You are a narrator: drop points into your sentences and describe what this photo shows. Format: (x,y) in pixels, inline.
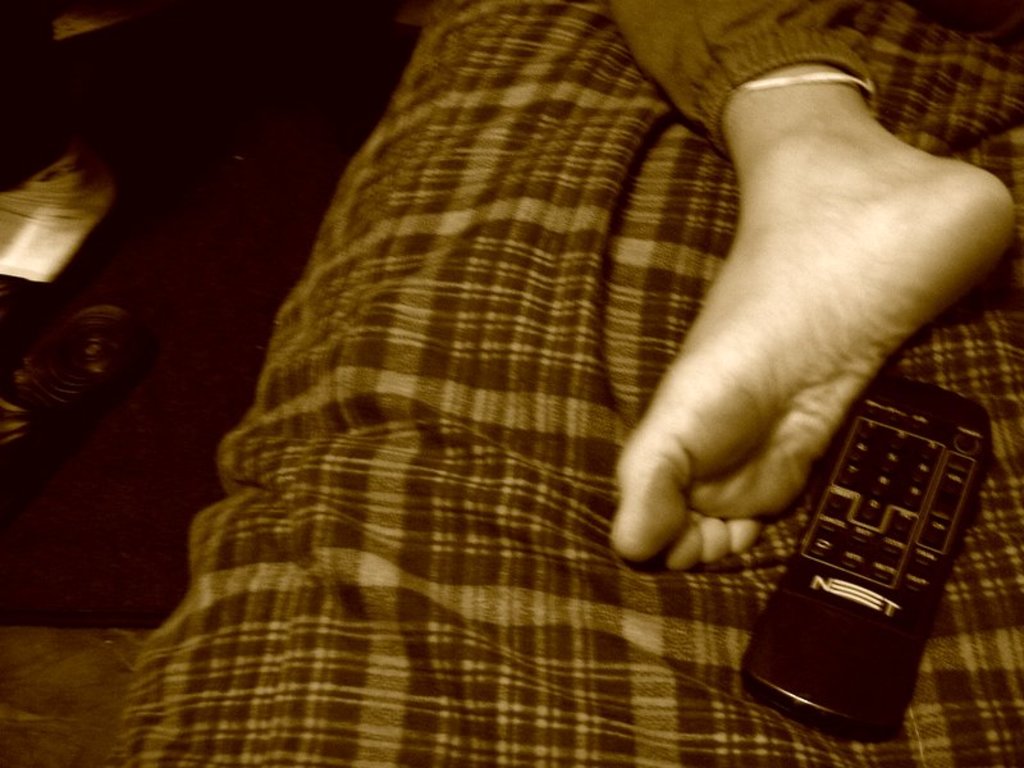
On the right side of the image (733,169) there is a bed (909,349) with a leg (782,395) of a person (793,397) and also there is a remote (774,677). On the left side of the image (267,205) there is a floor mat (139,220) and also there are some other things (96,211).
